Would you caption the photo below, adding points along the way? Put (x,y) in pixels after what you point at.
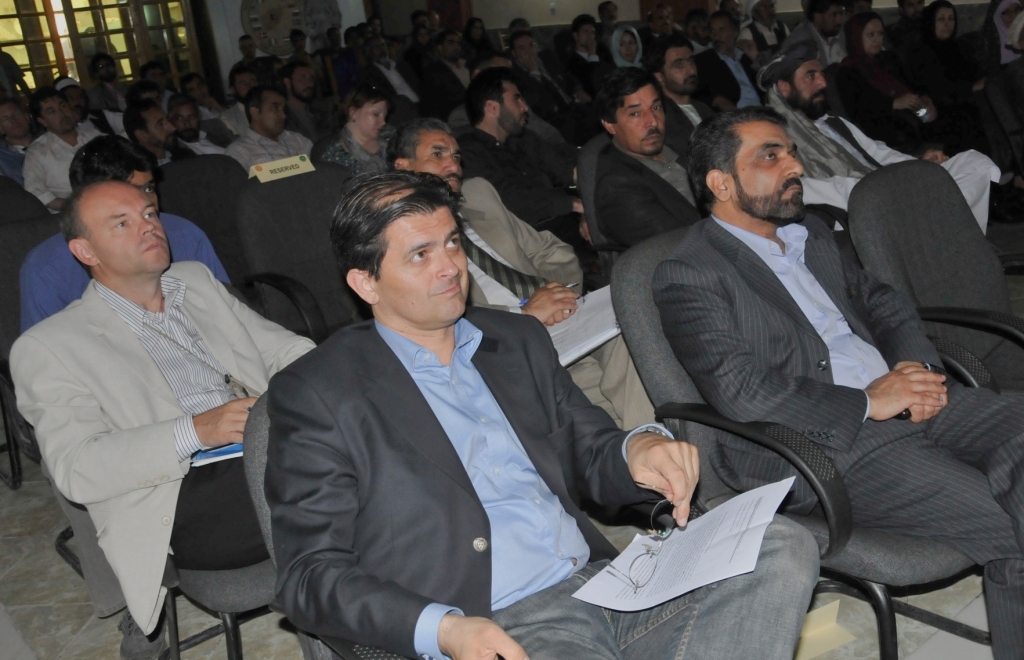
In this image there are many people (230,349) sitting on the chairs (270,278). On the right (826,351) there is a man (767,305) he wear suit (767,305), shirt (827,334) and trouser (950,461) he is staring at something. On the left (139,390) there is a man (184,366) he wear shirt (184,366), suit (122,370) and trouser (189,505) he is sitting on the chair (217,604). I think a meeting is going on.
